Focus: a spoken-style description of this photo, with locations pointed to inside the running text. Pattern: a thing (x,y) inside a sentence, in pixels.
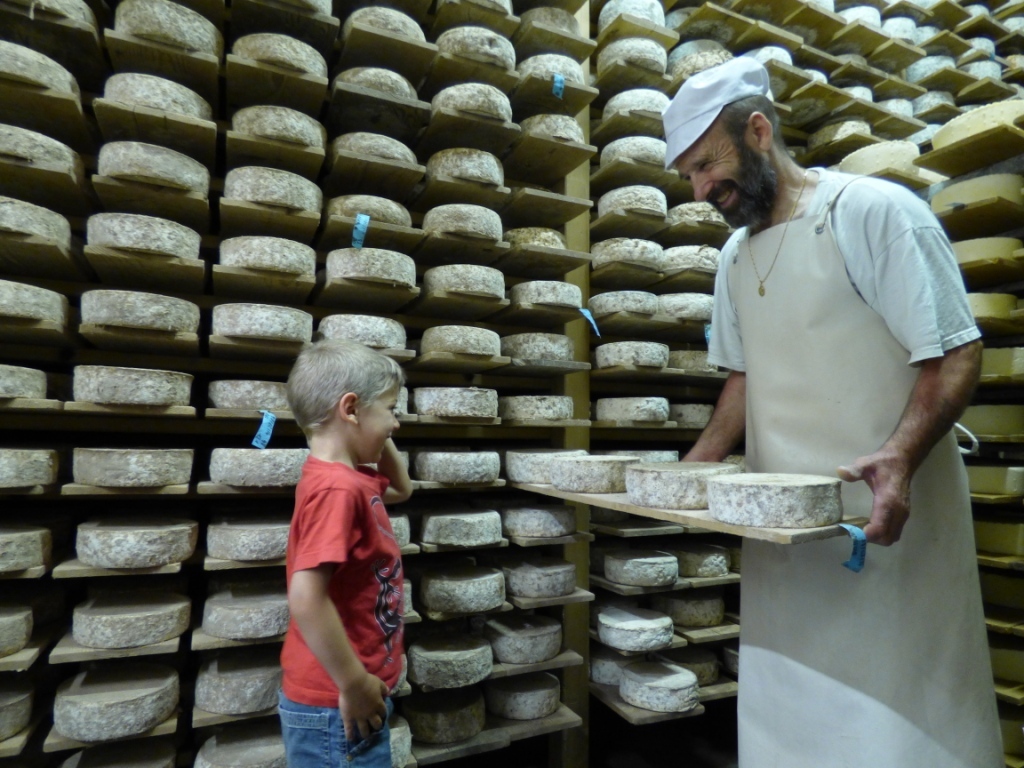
In this image I can see two persons (341,531) standing, the person (813,409) in front (810,370) wearing white dress (804,353) and holding a board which is in brown color and the other person (350,571) is wearing red shirt (307,653), blue pant (326,758). Background (533,403) I can see few objects (103,460) on the wooden rack (30,259).
